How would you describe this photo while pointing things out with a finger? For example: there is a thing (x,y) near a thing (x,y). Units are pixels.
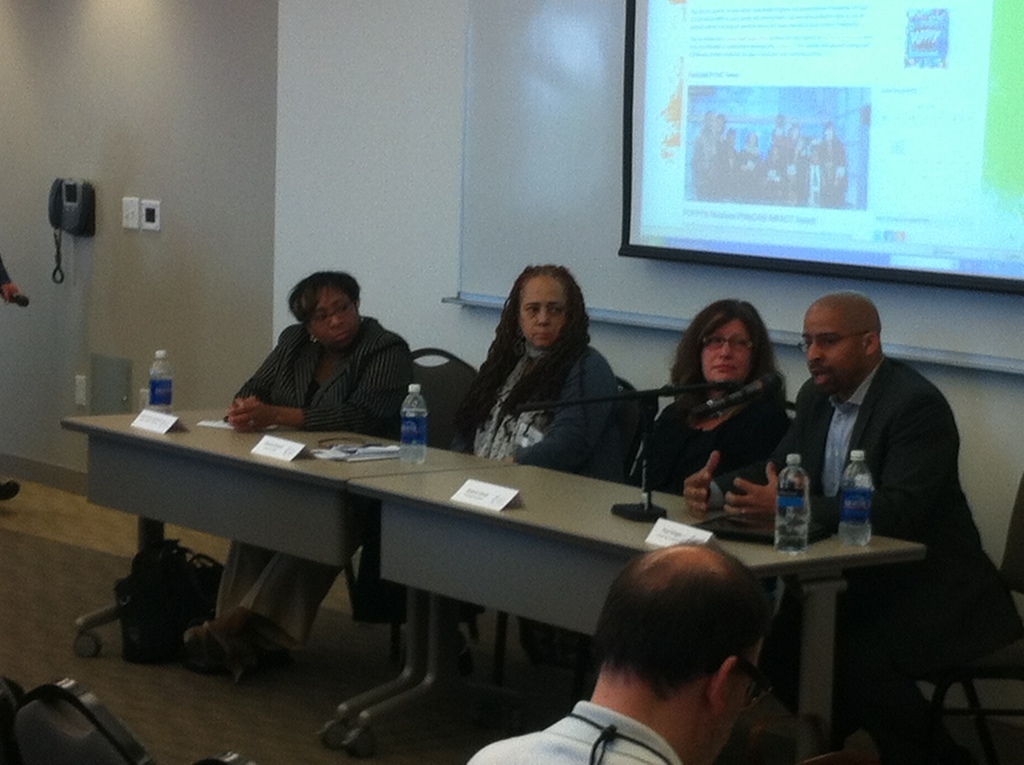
In this image, we can see few people (535,301). Few are sitting on the chairs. Here we can see desks (435,573). Few objects (807,547) and things (400,442) are placed on it. On the right side of the image (885,452), we can see a man (887,481) is talking in-front of a microphone (729,402). Background (312,184) there is a wall (345,178), screen (696,88), telephone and few objects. At the bottom (274,704), there is a floor (281,716) and black color objects (107,744). On the left side of the image (9,283), we can see human hand (11,296) is holding a microphone (19,304).
